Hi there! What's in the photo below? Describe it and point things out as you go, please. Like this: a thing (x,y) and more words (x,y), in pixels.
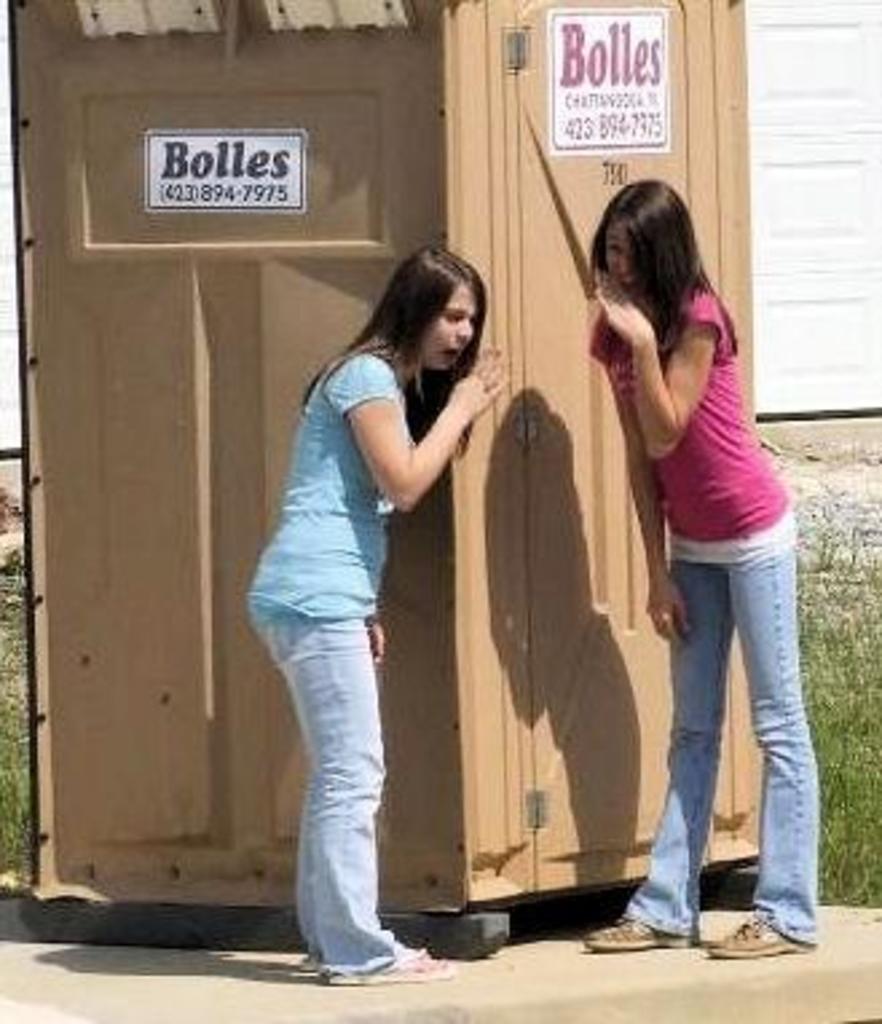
Two girls (659,326) are standing, this is a booth (534,796), these are plants (839,826).
